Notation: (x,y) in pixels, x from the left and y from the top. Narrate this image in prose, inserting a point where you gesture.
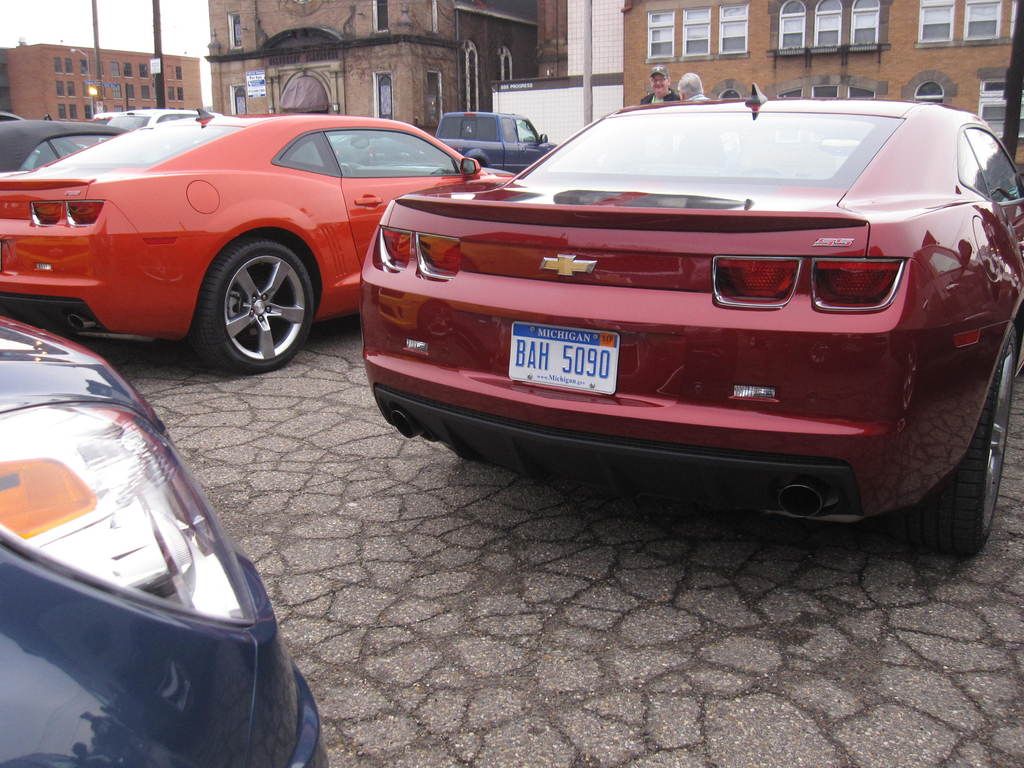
In this image we can see cars (158,175) on the road (619,618). In the background (585,93) we can see pole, buildings (567,63), person's (662,99), car (488,122) and sky (104,31).
